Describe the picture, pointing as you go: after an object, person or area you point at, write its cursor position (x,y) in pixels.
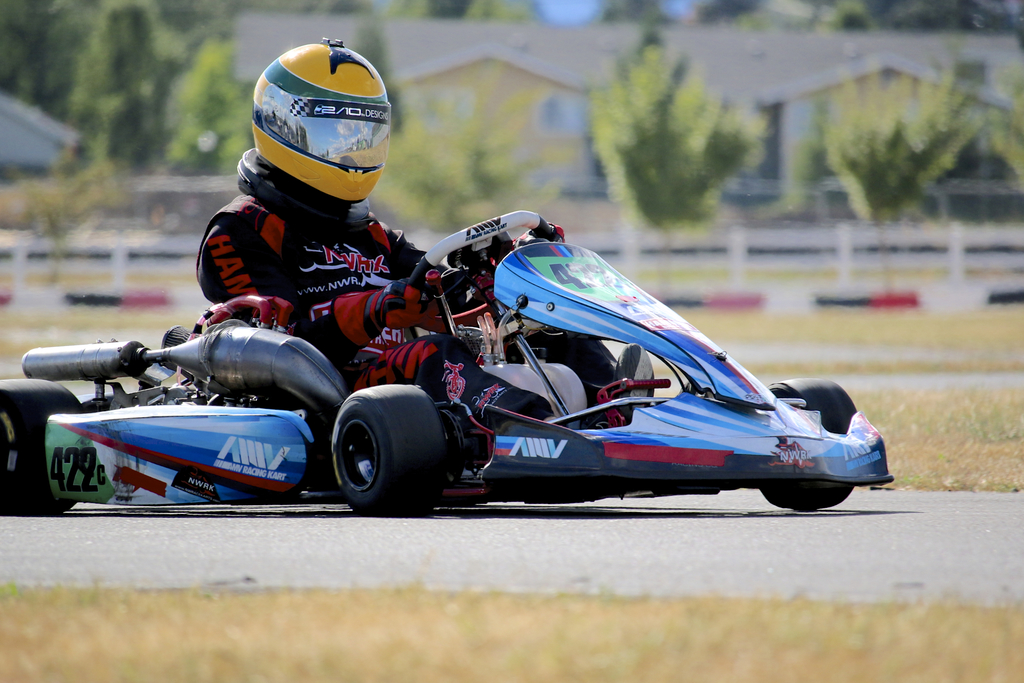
In this image I can see there is a person (497,382) driving a racing car (297,419) on the road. And at the back (842,235) there is a grass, Fence (110,254), Trees (491,131) and a building (590,85).
